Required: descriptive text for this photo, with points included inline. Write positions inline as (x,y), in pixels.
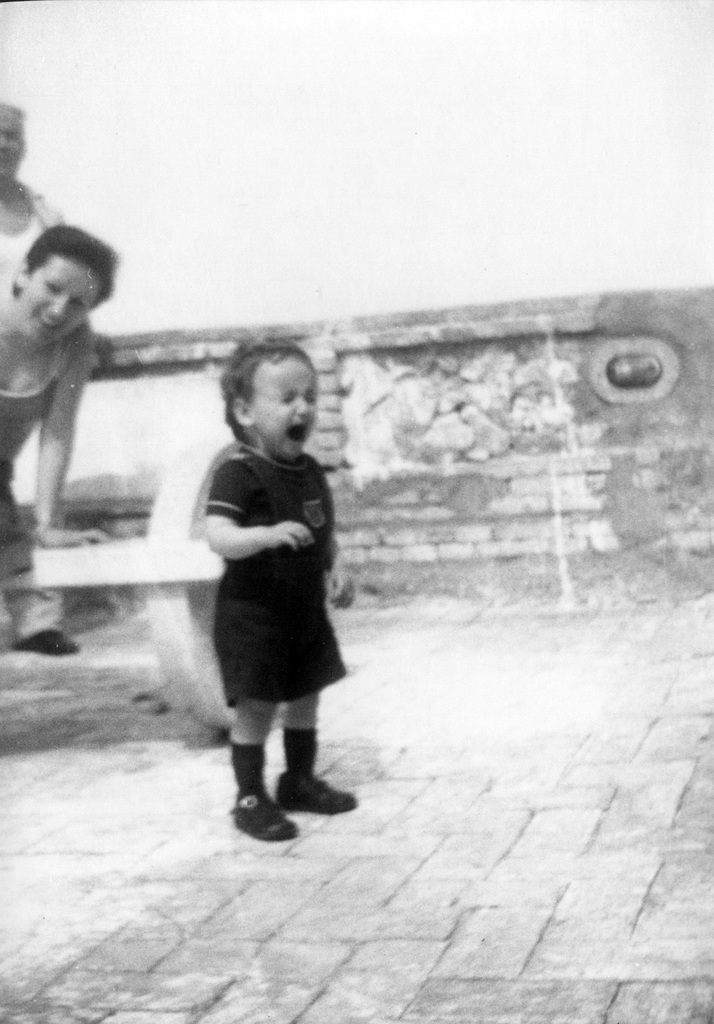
In this picture there is a boy (253,820) who is having t-shirt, short (273,683) and shoe (316,799). He is standing near to the bench (104,560). On the left (62,524) there is a woman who is leaning on the bench (155,597). Back side of her there is an old man (10,178) who is standing near to the wall (540,340). On the right (624,316) there is a wall (527,303).
